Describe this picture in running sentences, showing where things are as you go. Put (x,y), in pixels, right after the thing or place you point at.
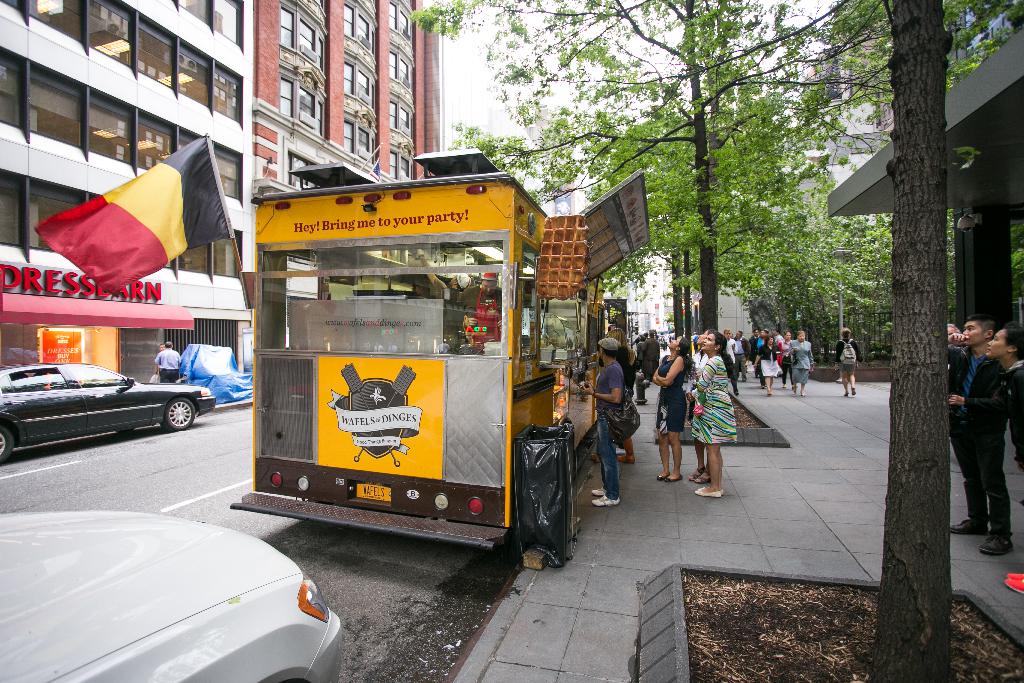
In the center of the image (543,345) there are vehicles (293,495) on the road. On the right side of the image (829,465) there are people (604,400) walking on the pavement (815,481). There are trees (823,303). There is a metal fence (854,334). In the background of the image (67,119) there are buildings (955,121) and sky (562,101).
